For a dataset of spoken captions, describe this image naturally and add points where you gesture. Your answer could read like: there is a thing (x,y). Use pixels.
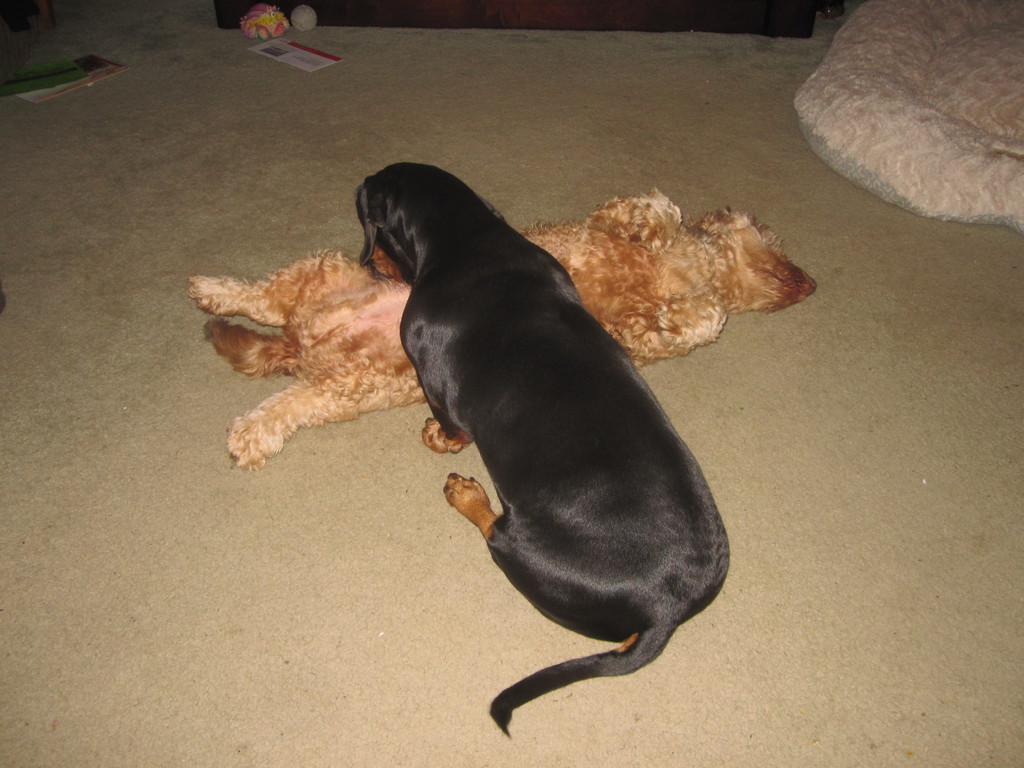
In the center of this picture (544,439) we can see a black color dog (501,349) sitting on the ground (830,381) and we can see a brown color dog (633,271) lying on the ground (833,305) and we can see there are some objects (278,48) placed on the ground (641,45).
